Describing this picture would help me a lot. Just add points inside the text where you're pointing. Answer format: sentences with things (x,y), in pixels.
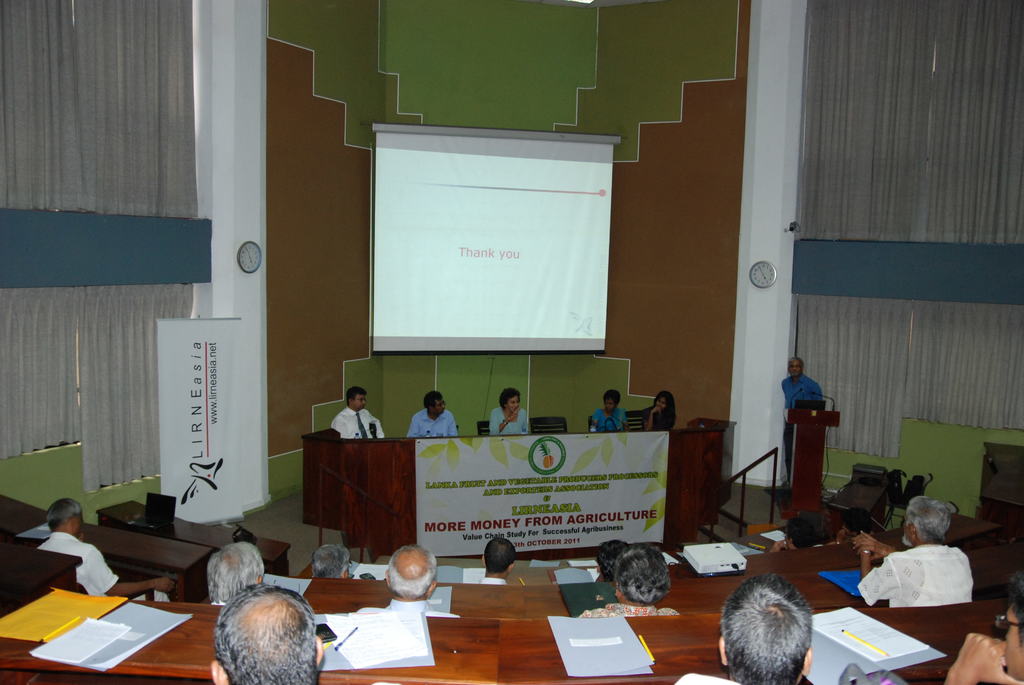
In this image there are people (282,664) sitting on benches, in front of them there are tables (733,584) on that tables (486,601) there are files (839,625), in the background (372,507) there is a desk (677,448), behind the desk (324,452) there are people (600,425) sitting on chairs (588,429), behind them there is a wall (471,41) for that wall (751,346) there is a screen (575,269) and clocks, near the wall (225,304) there is a banner (165,326), on that banner (211,403) there is text (197,365).
